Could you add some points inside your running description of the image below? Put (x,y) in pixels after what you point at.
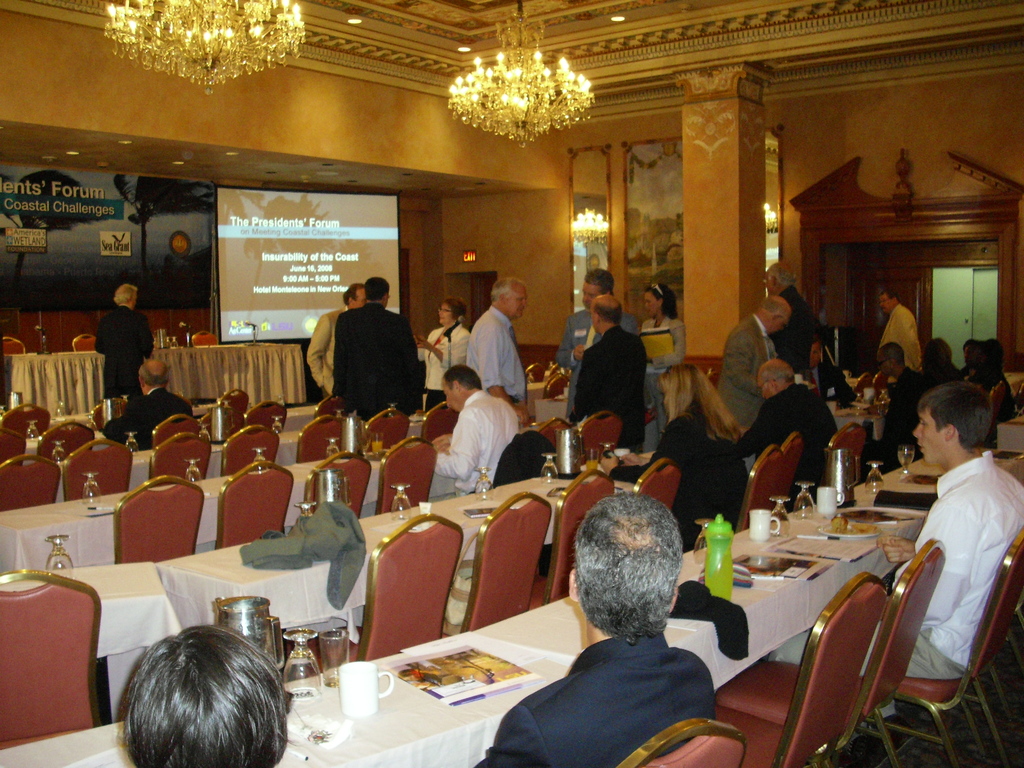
In this image we can see some people (649,531) sitting on the chairs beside the table (372,722) containing cups (364,712), jars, papers (523,685), bottles (729,597) and some books (795,569) on it. We can also see some empty chairs (393,630) and tables (314,573). On the backside (604,391) we can see some people (586,375) standing. We can also see the projector (324,242), pillars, some photo frames (575,267) to a wall (617,148) and some ceiling lights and a chandelier (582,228) to a roof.
